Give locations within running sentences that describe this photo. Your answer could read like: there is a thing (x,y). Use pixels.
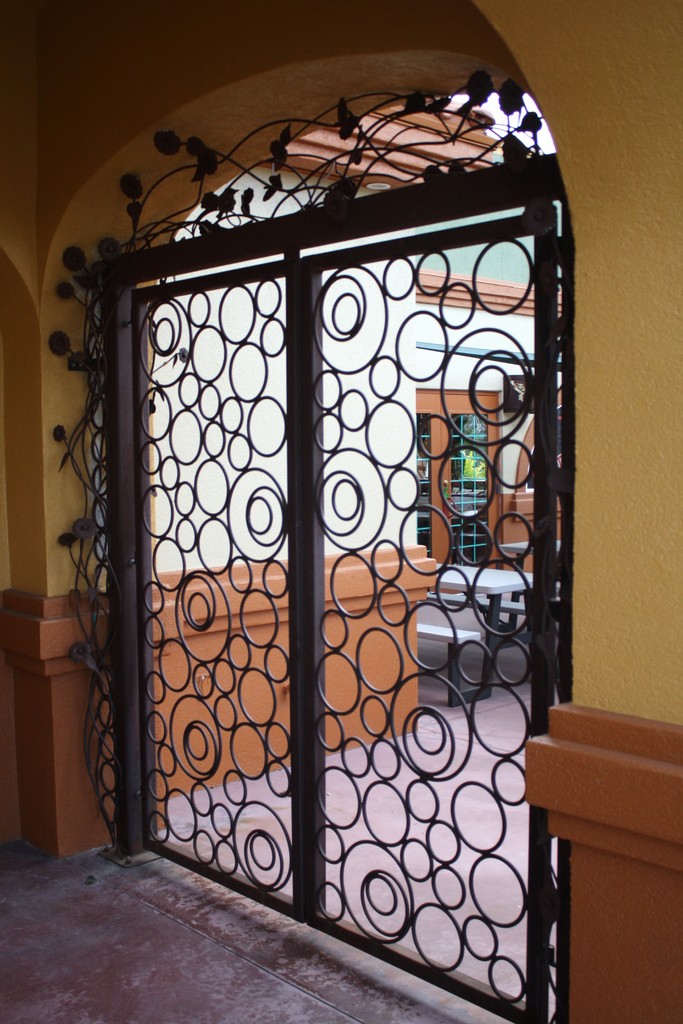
In the center of the image (267,473) there is a black gate (302,465). There are walls (295,38). At the bottom of the image (177,937) there is flooring (129,944).
